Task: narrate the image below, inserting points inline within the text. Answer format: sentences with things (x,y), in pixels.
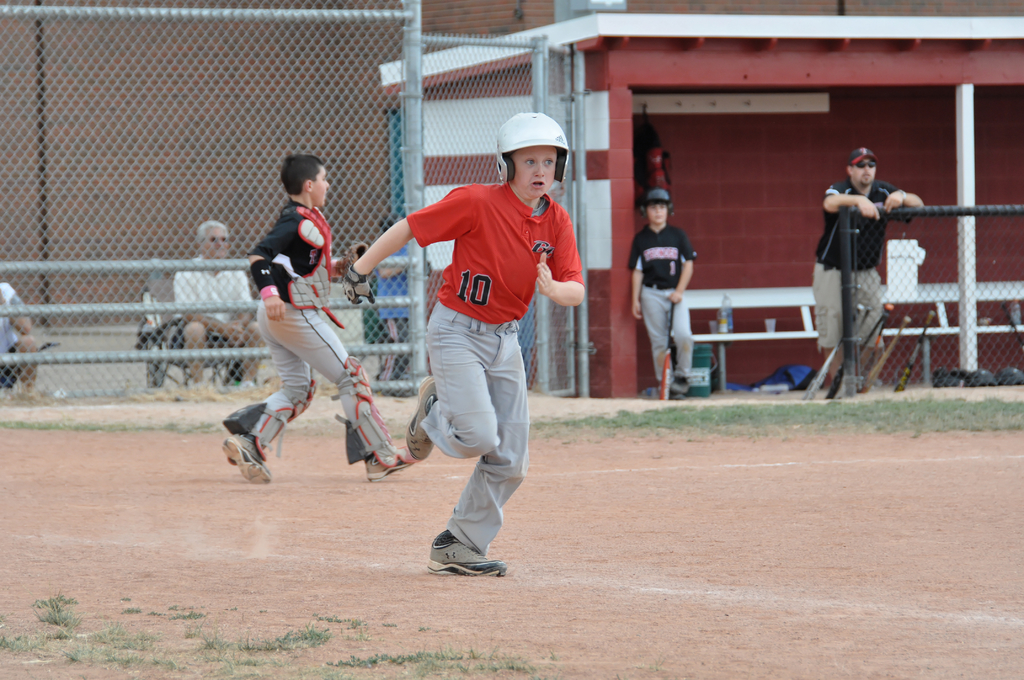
In this picture we can see group of people (290,246), few are sitting, few are standing and few are running, in the background (583,209) we can see fence (473,118) and a boy (667,213), he is holding a bat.
